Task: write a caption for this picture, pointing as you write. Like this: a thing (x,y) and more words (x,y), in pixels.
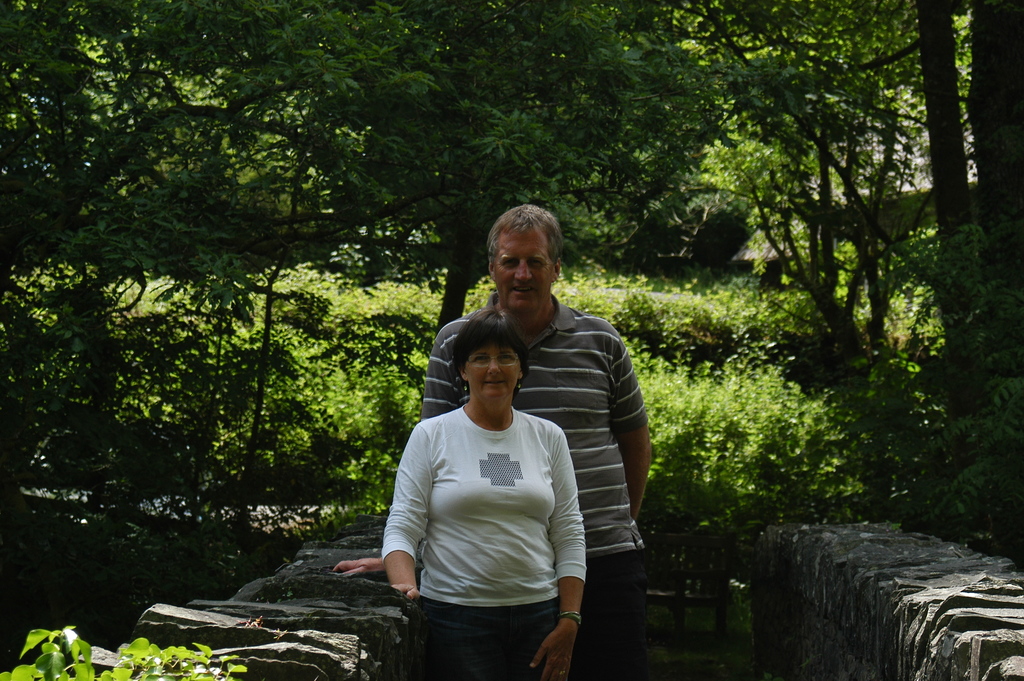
In the middle of the image (536,257) two persons (401,531) are standing and smiling. Behind them there is wall (353,619) and trees (63,82) and plants (863,358).
